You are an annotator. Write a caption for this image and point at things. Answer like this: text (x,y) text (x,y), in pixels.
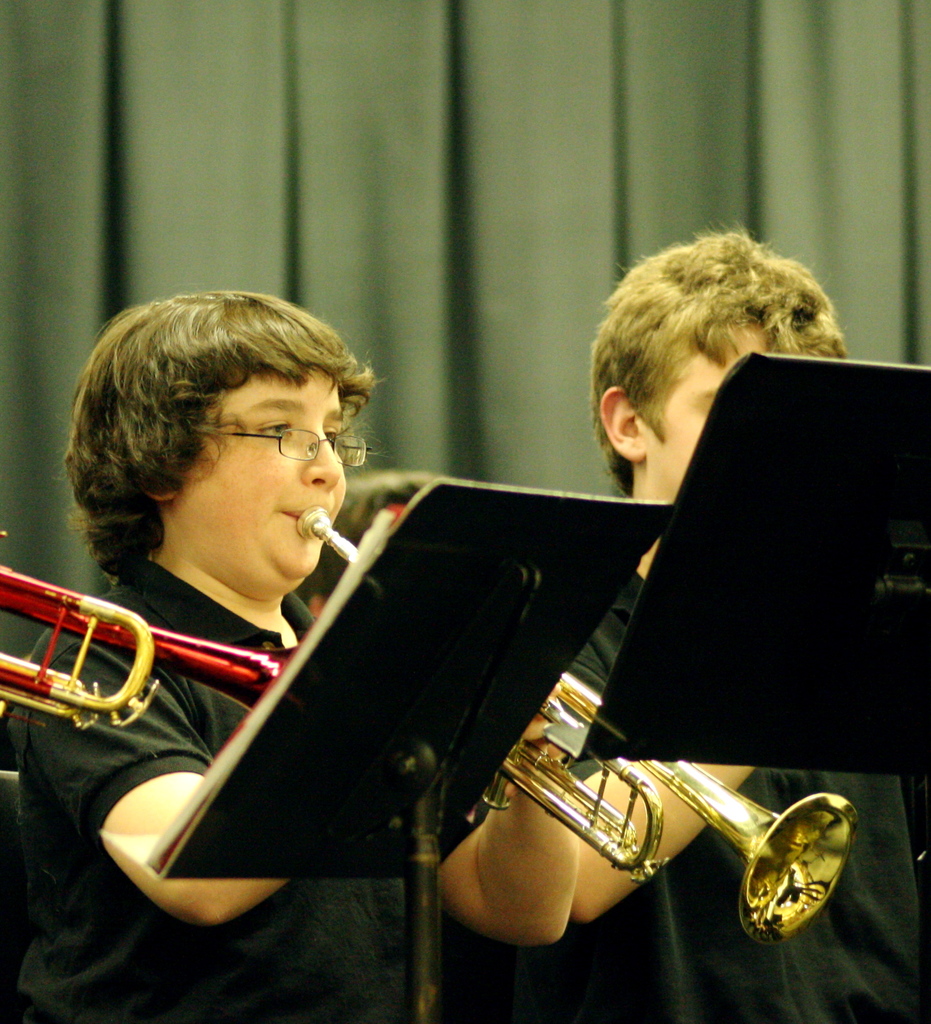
In this image we can see people (200,559) playing trumpets (491,802), before them there are books (392,521) placed on the stands (581,537). In the background (450,138) there is a curtain (347,114).
